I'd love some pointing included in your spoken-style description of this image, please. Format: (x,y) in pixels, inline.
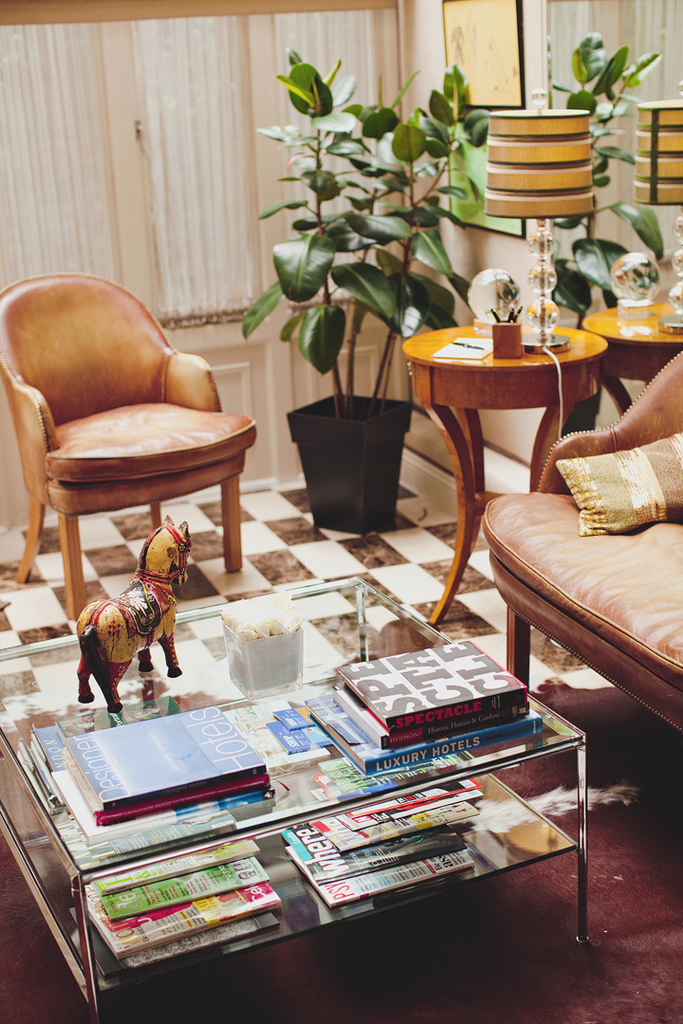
This image is clicked inside a room (270,544). In the middle (323,656) there is a table (278,823) on that there are many books (330,827) and a toy (145,622). On the right (579,582) there is a sofa (613,598), table (523,367), lamp (533,138), photo frame (514,97) and house plant (385,455). On the left (101,413) there is a chair (118,455), door (156,233) and curtain (193,100).
